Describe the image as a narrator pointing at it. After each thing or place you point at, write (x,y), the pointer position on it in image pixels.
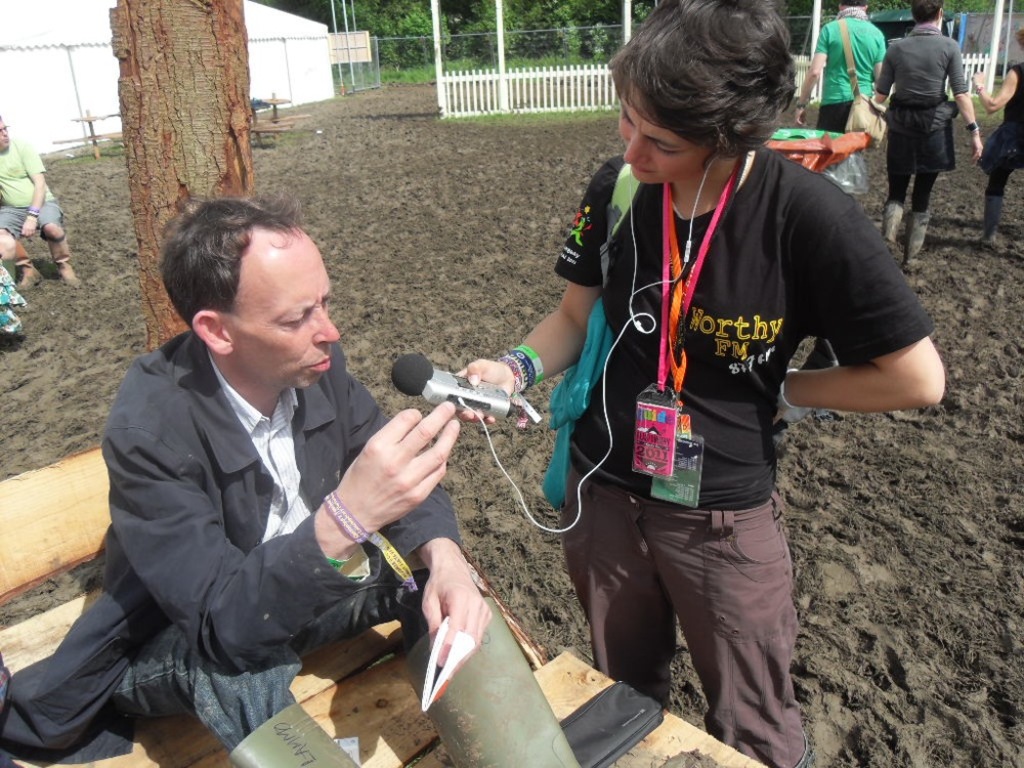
In the image we can see there are people (821,212) wearing clothes (739,198) and a hand band (348,517). Some of them are walking, standing and sitting. This is a mud (904,584) and these people (492,701) are wearing boots (506,710). These are the microphones (434,369) and cable wire (605,410), this is an identity card (652,394), fence (546,96), grass (564,114), building (291,57), pole (433,15) and tree (399,33).
